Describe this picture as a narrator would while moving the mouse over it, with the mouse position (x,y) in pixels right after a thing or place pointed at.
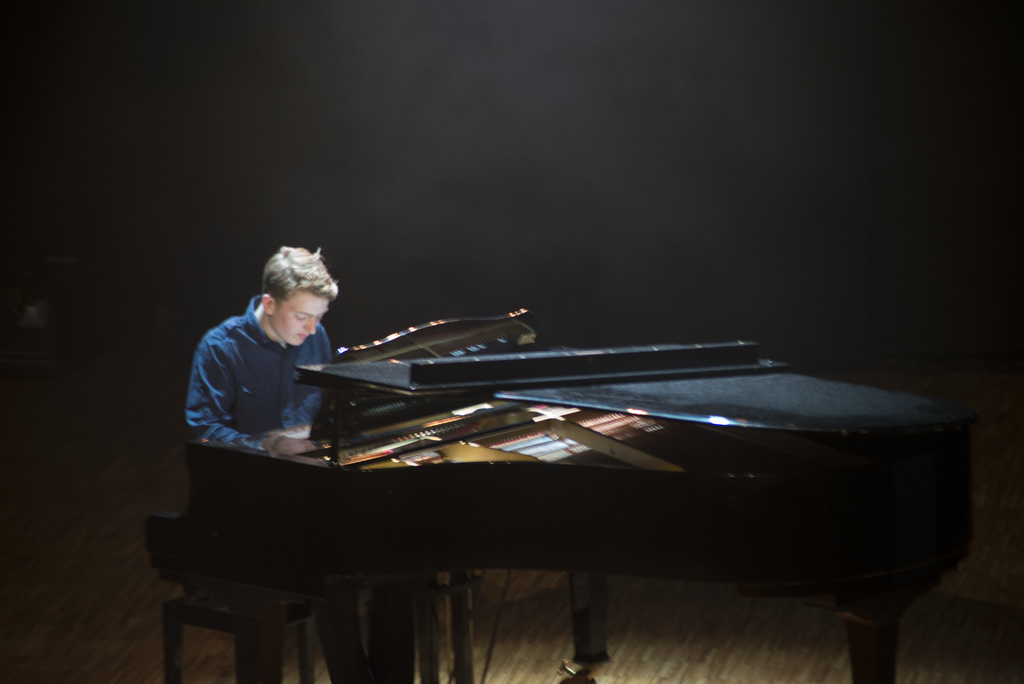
In this image, In the right side (892,497) there is a black color piano (829,462), There is a person (266,383) sitting on the chair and playing the piano (342,429), In the background (505,223) there is a black color wall (502,126).
